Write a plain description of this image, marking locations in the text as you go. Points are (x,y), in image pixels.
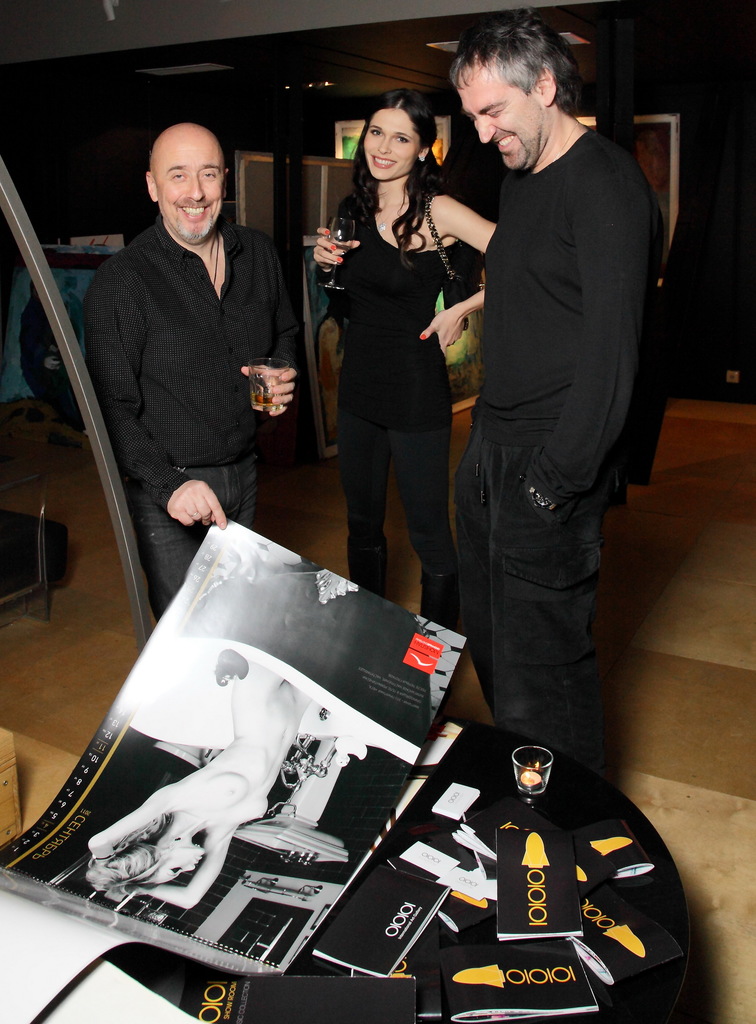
In this image we can see a group of people (499,282) standing on the floor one person (284,355) is holding a glass (276,378) in his hand (286,374). One women (379,338) wearing the bag (445,266). In the foreground of the image (501,776) we can see the table (511,780) on which group of books (348,935), poster (322,916), candle (529,787) are placed. In the background (625,92), we can see lights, poles (301,141).
